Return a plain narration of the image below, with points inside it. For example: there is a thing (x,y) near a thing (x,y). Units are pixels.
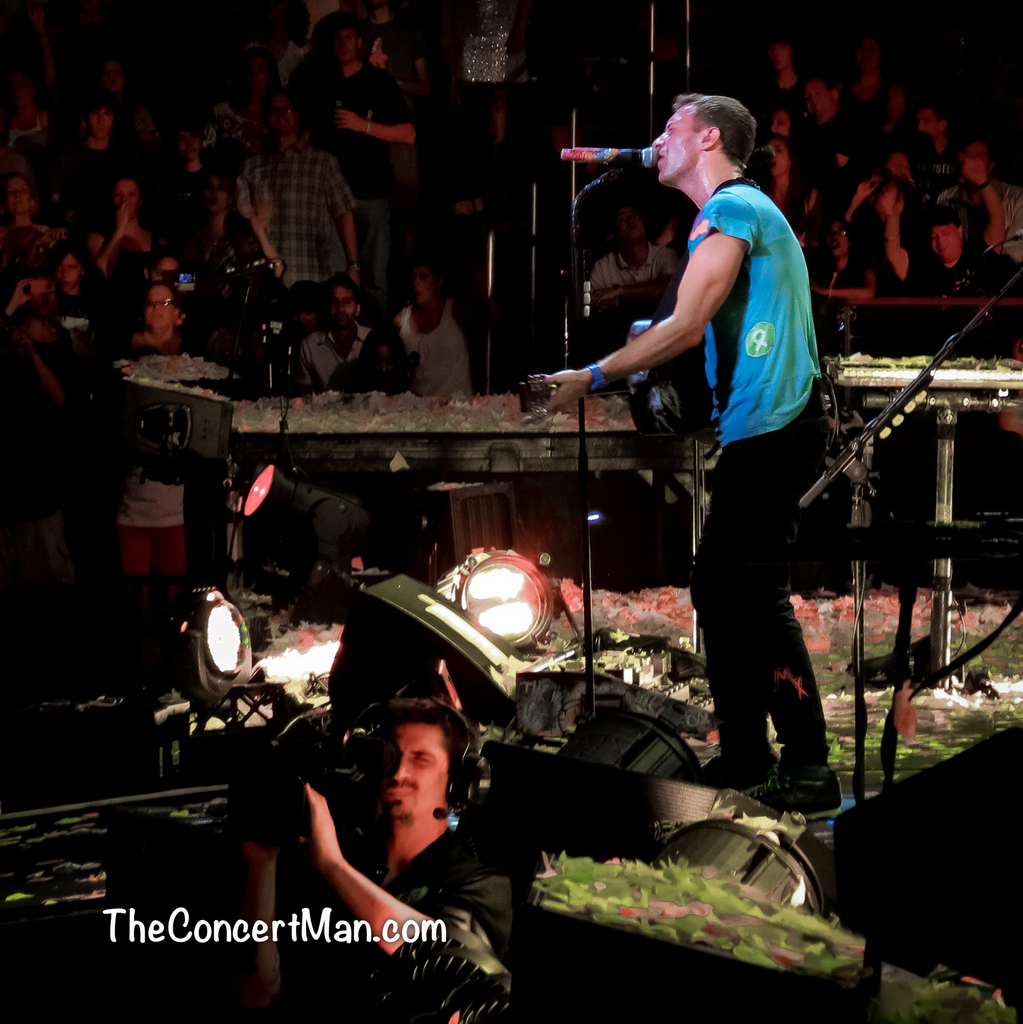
This image looks like it is clicked in a concert. In the front (714,684), the man (729,674) wearing a blue T-shirt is singing in the mic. He is also playing a guitar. At the bottom (361,902), there is a man (398,891) holding a camera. In the background (220,198), there is a huge crowd (840,261). In the middle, there are lights (194,610).
